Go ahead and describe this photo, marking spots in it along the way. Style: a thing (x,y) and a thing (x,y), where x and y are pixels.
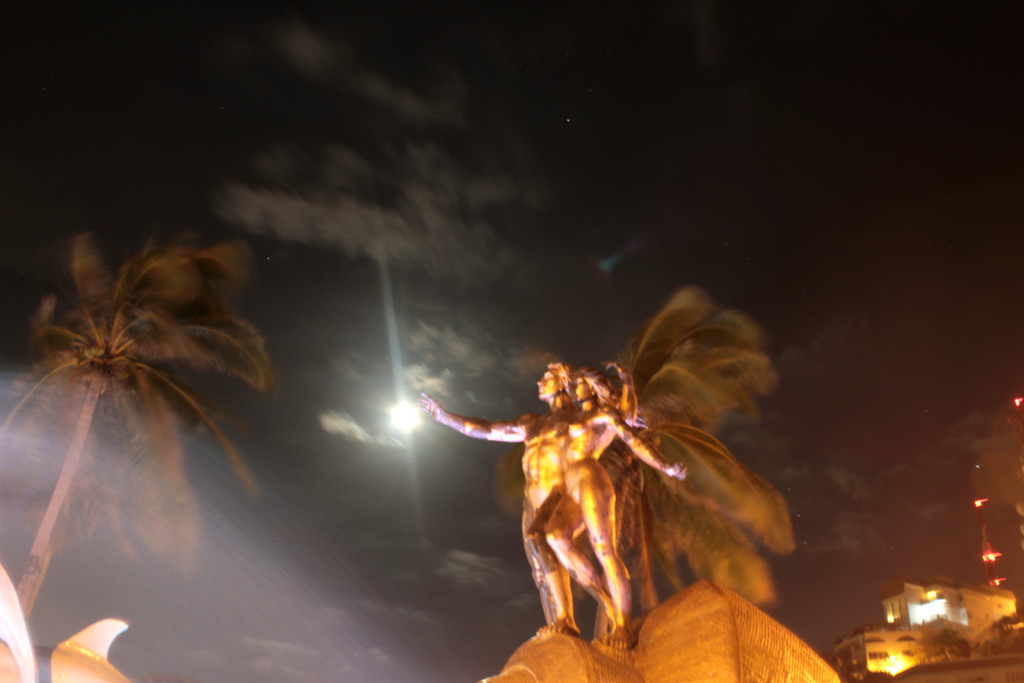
In this picture we can see sculptures of two people (543,507) on the platform (641,623) and trees (150,413). In the background of the image (905,596) we can see buildings (868,639), trees (961,639), lights (1011,610) and sky (324,437) with clouds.
